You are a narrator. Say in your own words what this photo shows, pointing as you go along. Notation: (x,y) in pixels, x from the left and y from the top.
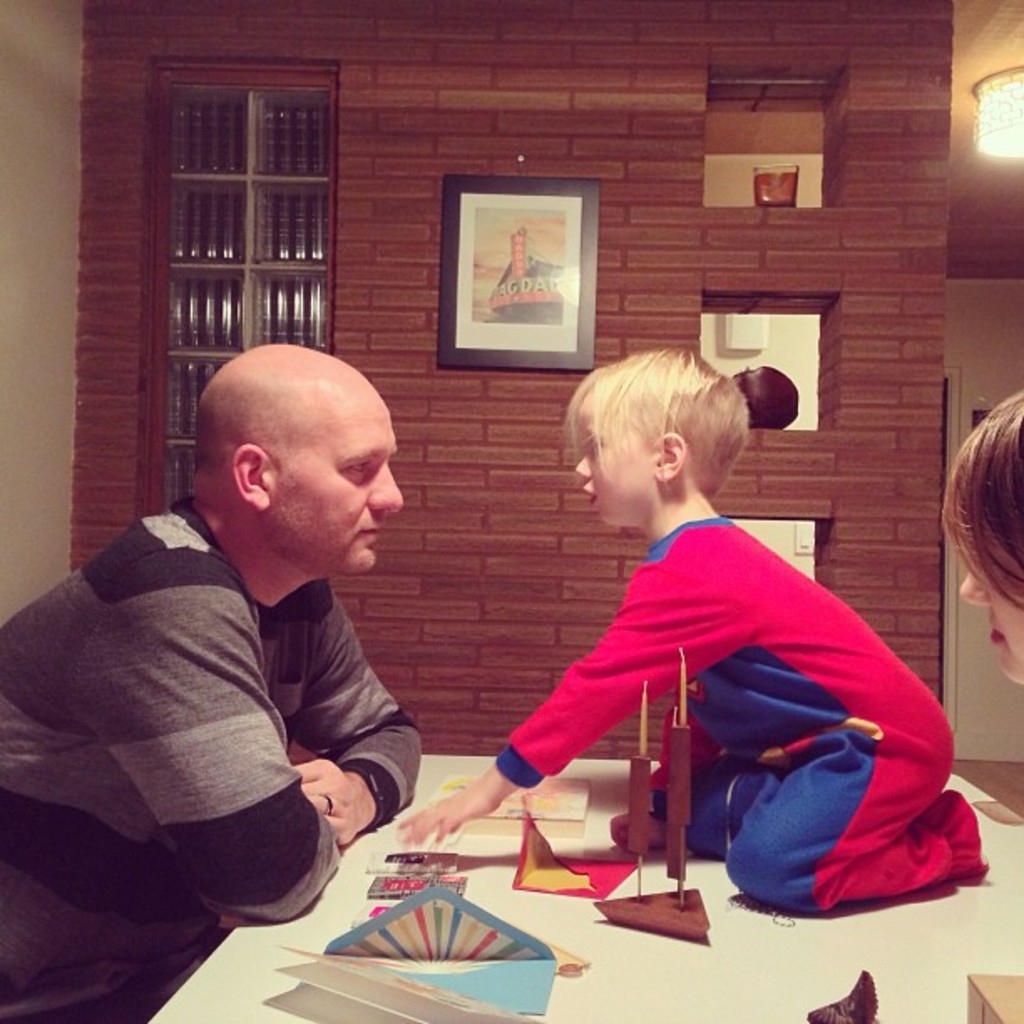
On the background (627,253) we can see a wall (793,299) with bricks (734,206) and their photo frames (543,261) and some showpieces (784,167) over the wall (752,237). Here we can see a man (235,698) and a woman (963,587) sitting on a chair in front of a table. Here we can see one boy (883,812) on the table (617,766). There are papers (522,943) on the table (589,930).
